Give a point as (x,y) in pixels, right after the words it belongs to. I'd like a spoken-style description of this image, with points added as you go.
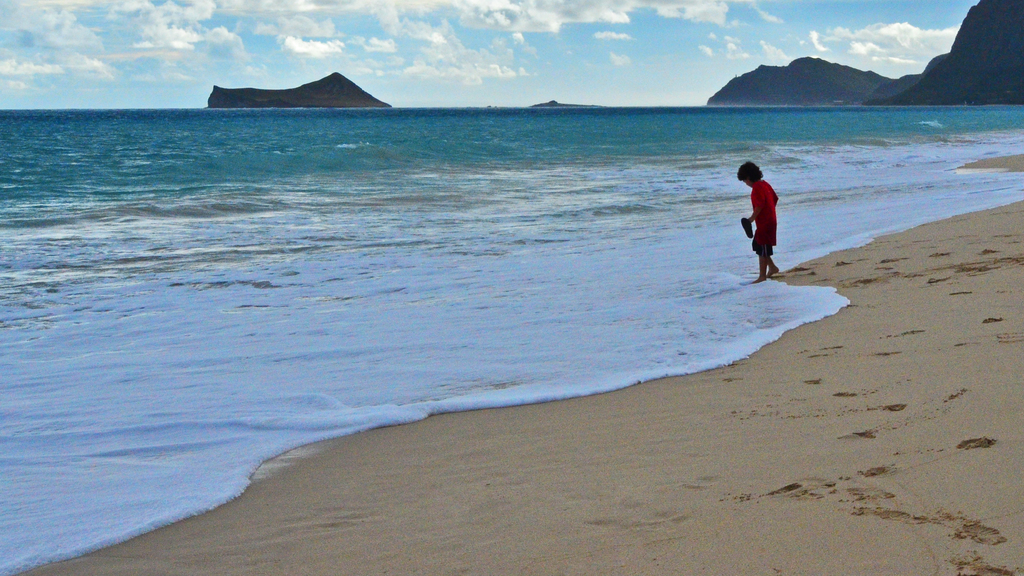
In this picture we can see a boy (762,244) holding an object (751,237) with his hand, standing on sand (949,244), water (818,300), rocks (912,91) and in the background (535,44) we can see the sky (454,55) with clouds (148,26).
